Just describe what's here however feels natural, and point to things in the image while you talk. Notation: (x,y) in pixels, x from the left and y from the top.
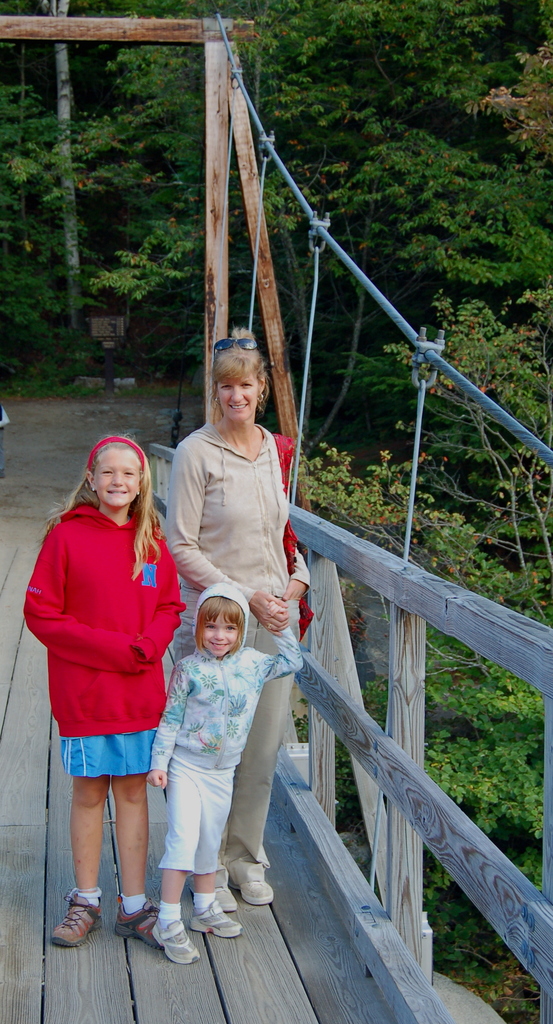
In this image, we can see a few people (183,675) who are standing on a wooden bridge (309,826). We can also see some trees (377,222) which are green in color. We can also see a pole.
